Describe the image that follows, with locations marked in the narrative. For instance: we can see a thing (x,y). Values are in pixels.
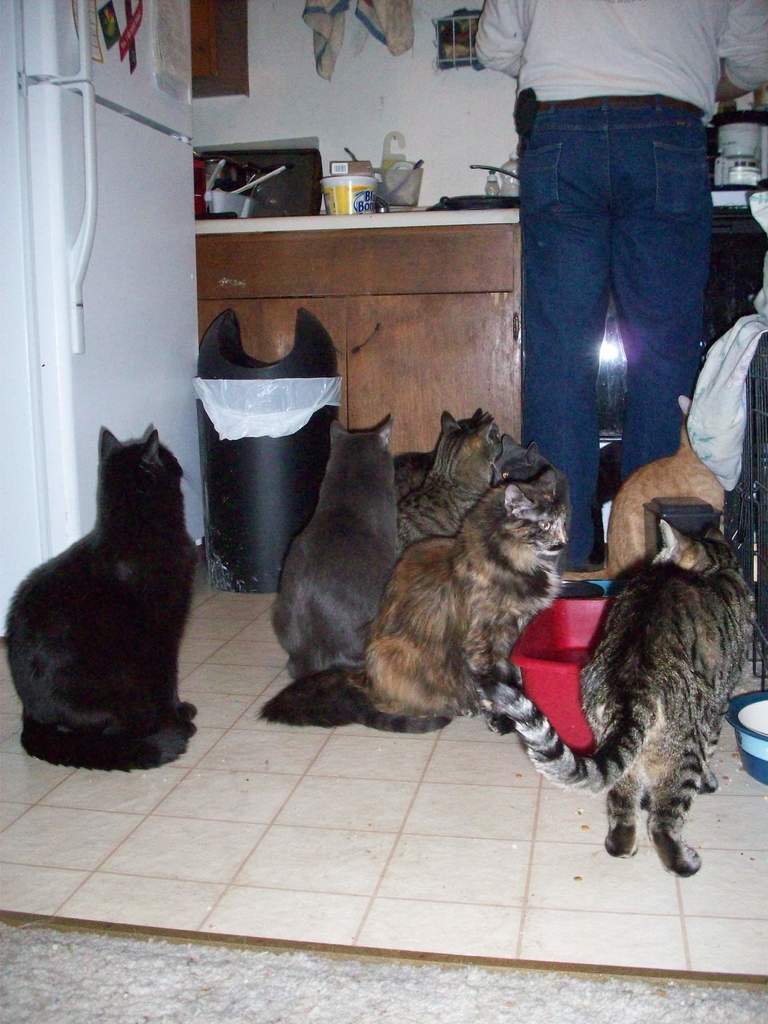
In this image we can see some cats (519,728) and a tub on the floor (405,788). On the backside (671,407) we can see a person (649,424) standing. We can also see a refrigerator (201,496), dustbin (220,466), table (357,223), cupboard (472,326), napkins (342,39), wall (383,112) and some bowls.
